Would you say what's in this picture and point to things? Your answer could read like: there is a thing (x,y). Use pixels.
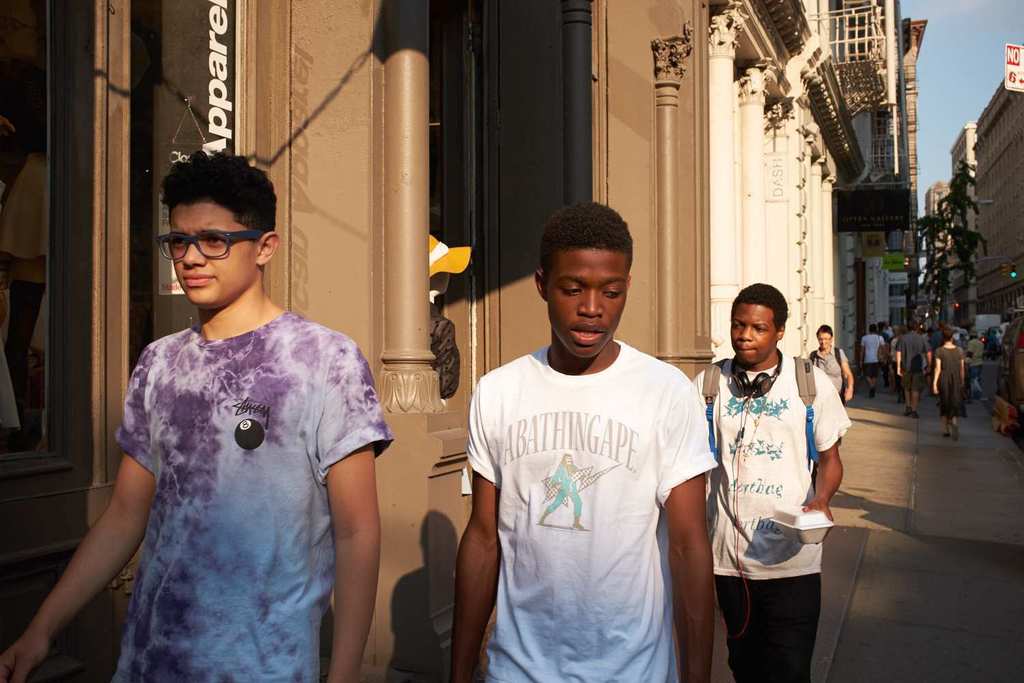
In the picture we can see some people (574,561) are walking on the path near to the buildings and in the background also we can see some buildings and top of it we can see some part of the sky (931,153).
